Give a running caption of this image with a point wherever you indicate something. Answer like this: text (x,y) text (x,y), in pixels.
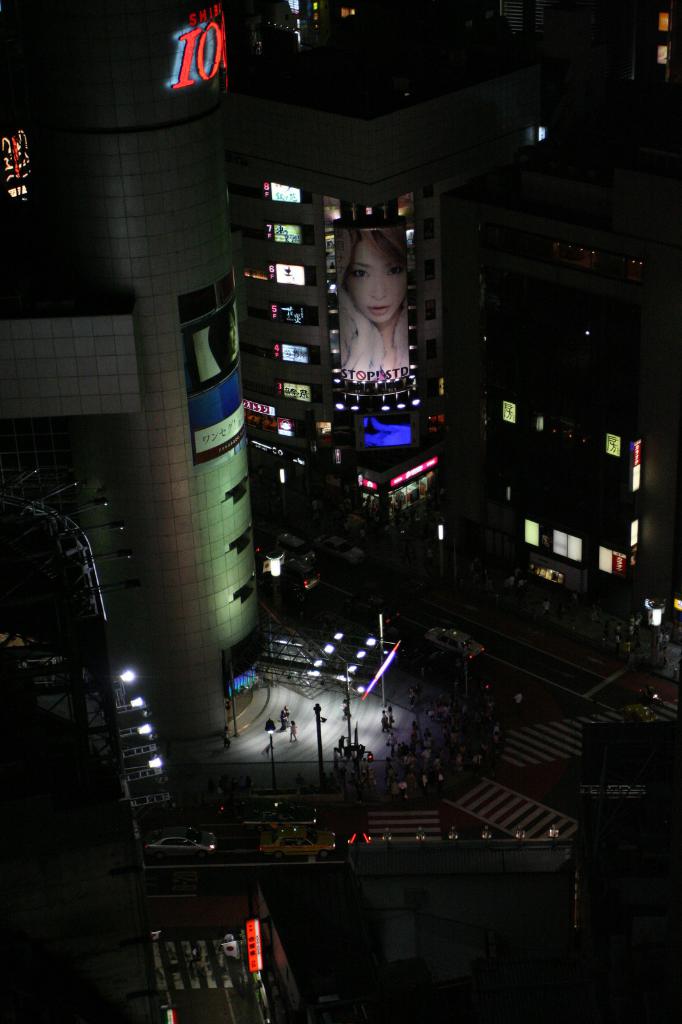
This image is taken outdoors. This image is a little dark. In this image there are many buildings (284,336). At the bottom of the image (539,723) there is a road (187,959). There is a signal light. A few vehicles (281,846) are moving on the road (328,828). A few people (412,774) are walking on the road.
